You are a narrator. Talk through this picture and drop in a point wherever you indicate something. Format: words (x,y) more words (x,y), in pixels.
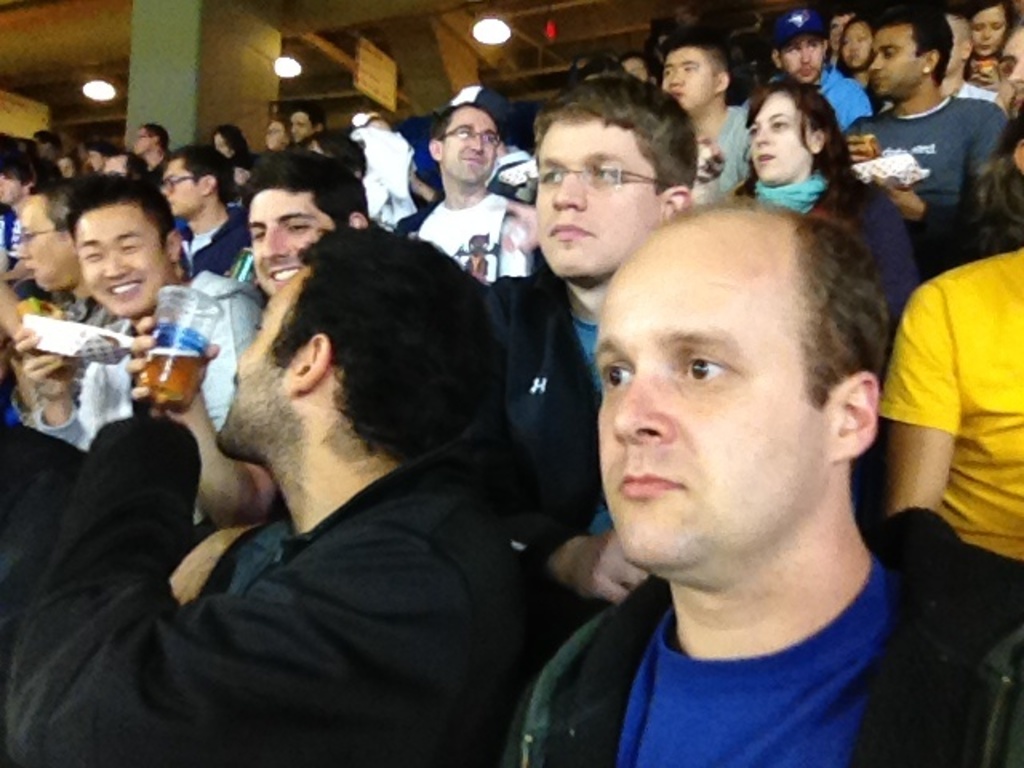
There are many people (414,243) sitting in the chairs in this picture. One guy (252,337) is holding a glass (188,337) in his hands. There are men (704,299) and women (781,155) in this group (781,155). In the background (261,89) there is a pillar (172,85) and some lights (492,28).
